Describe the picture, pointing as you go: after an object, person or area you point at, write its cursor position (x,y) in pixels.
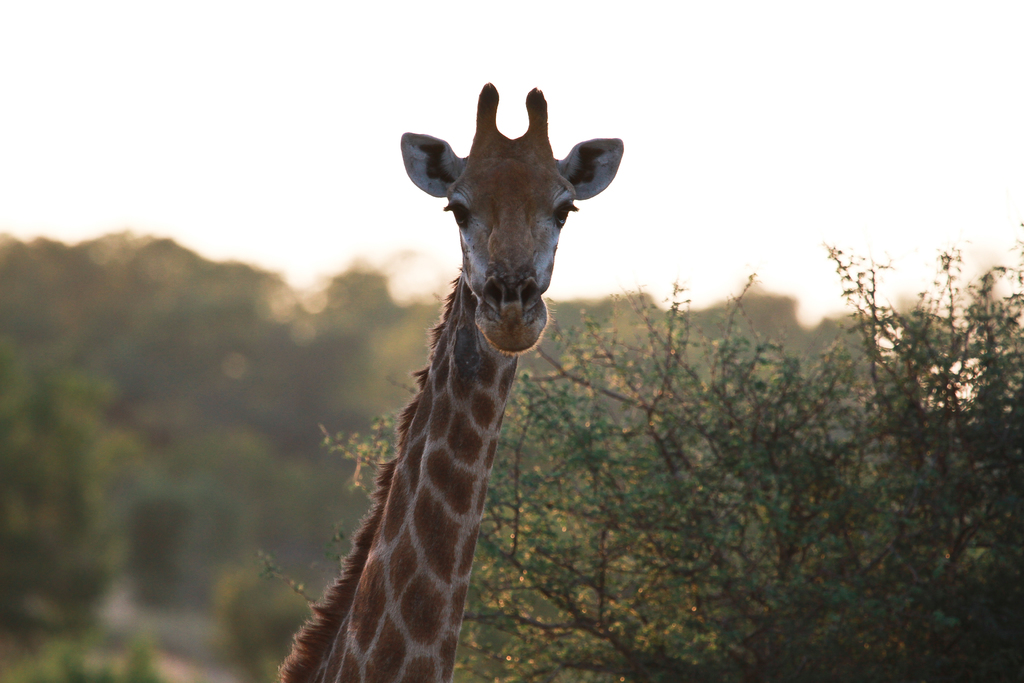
In this picture we can see brown color giraffe (409,504) looking in the camera. Behind there are some trees (332,330).
